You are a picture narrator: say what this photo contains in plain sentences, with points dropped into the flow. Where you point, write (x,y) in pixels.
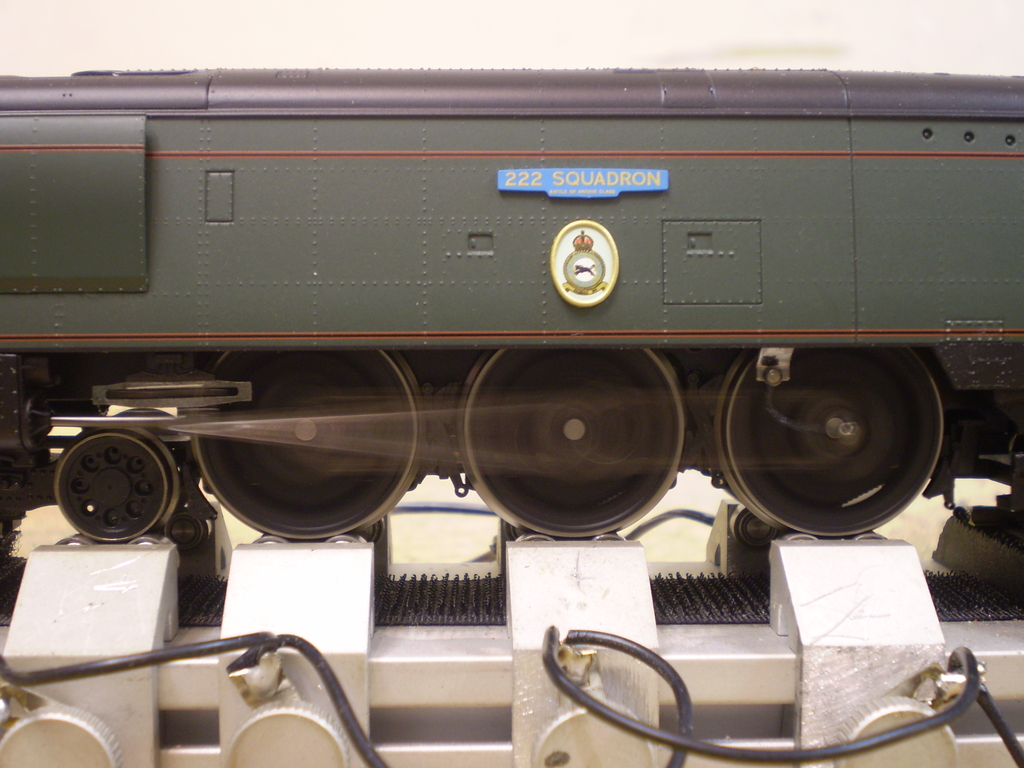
In this image we can see an object (604,338) looks like a train (516,270). On the object (503,186) we can see some text (519,182). At the bottom (208,690) there is a metal (599,686). At the top (261,37) we can see the wall (487,40).
